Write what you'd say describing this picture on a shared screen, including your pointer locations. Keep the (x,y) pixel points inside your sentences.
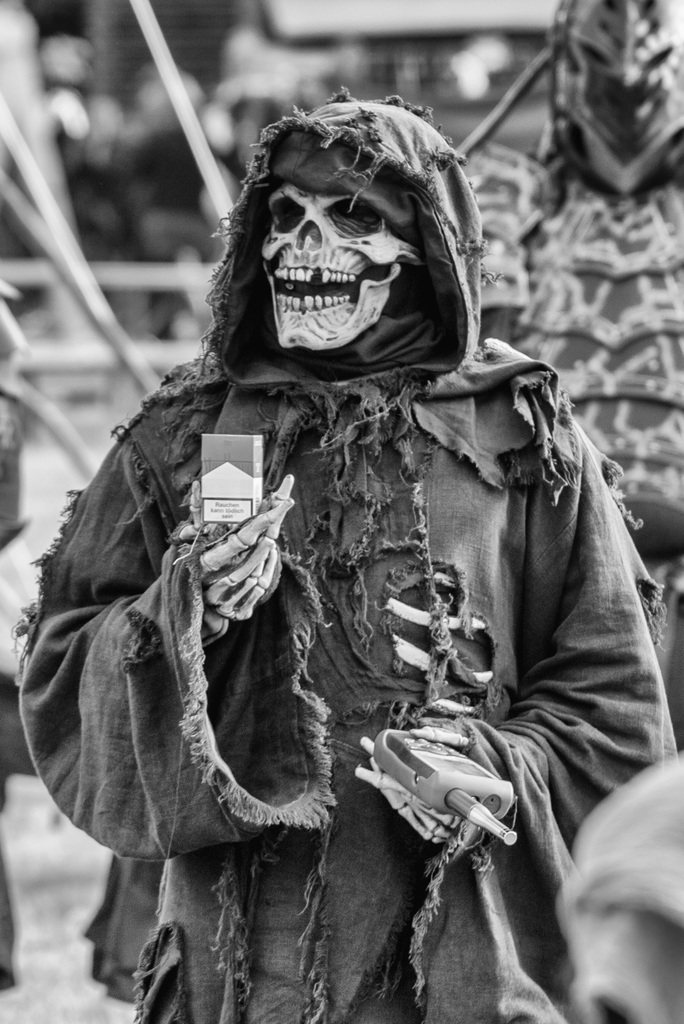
In this picture there is a person (355,706) wore costume (371,326) and holding a packet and walkie talkie (502,839). In the background of the image (628,231) it is blurry.
